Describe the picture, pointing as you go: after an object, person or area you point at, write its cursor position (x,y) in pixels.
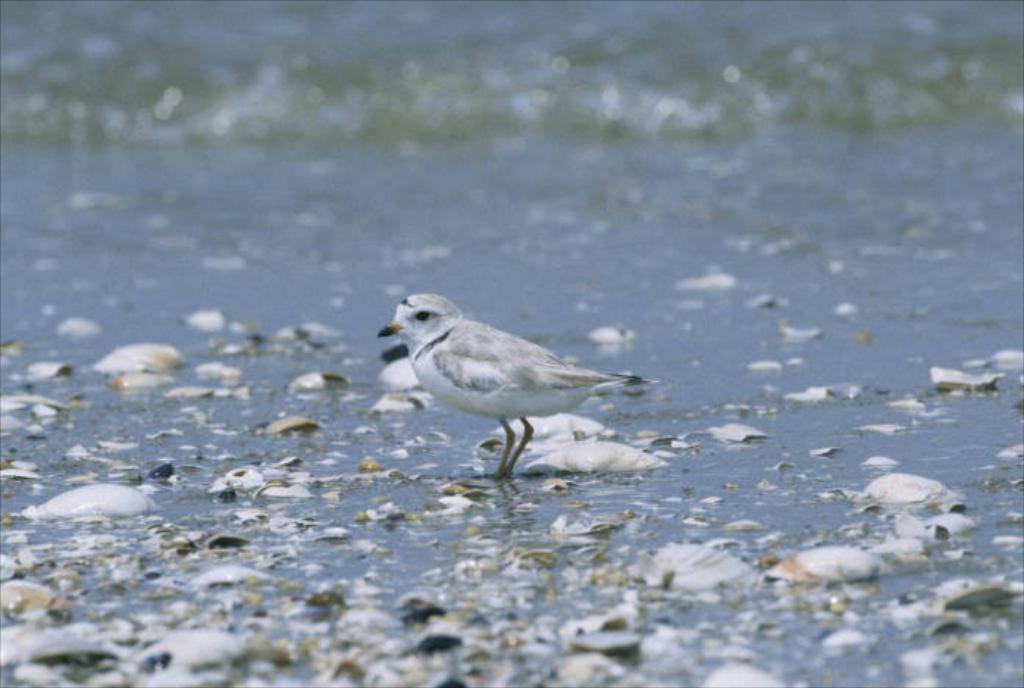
In the image there is a bird (547,382) standing on the surface (461,504) and the area (345,437) around the bird (544,359) is very dirty.
